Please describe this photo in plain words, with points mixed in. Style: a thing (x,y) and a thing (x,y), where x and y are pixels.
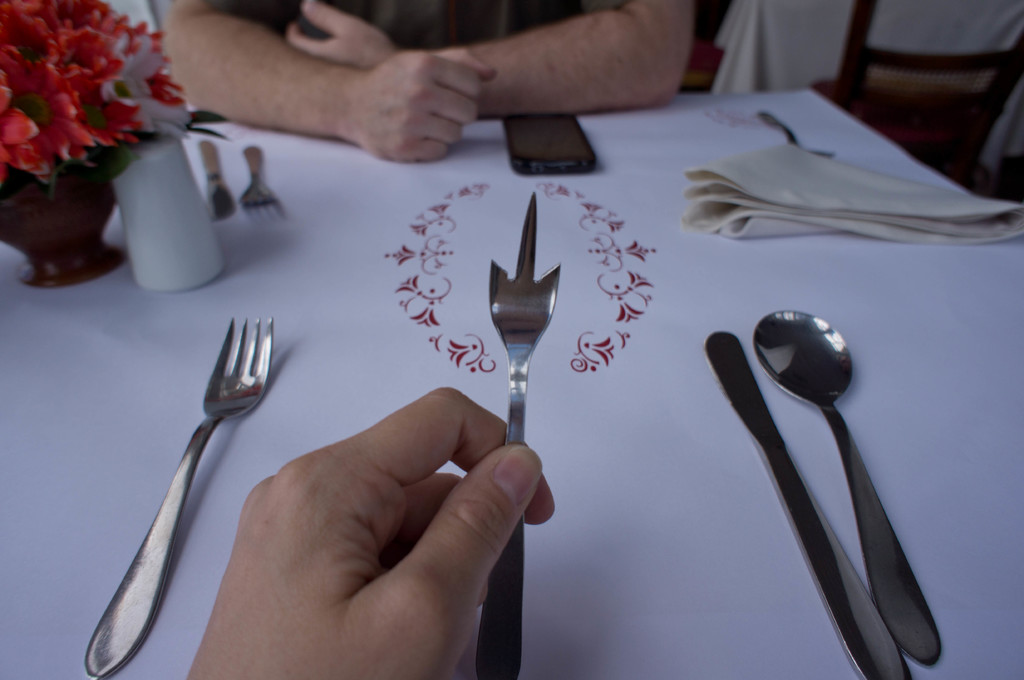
In this image we can see a person (217,14) sitting on a chair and a table (164,395) is placed in front of him. On the table (431,268) we can see mobile phone (535,141), cutlery (218,171), tissue holder (147,192), flower vase (62,134), a human hand (459,479) holding a fork (516,360) and a paper napkin (736,181).
